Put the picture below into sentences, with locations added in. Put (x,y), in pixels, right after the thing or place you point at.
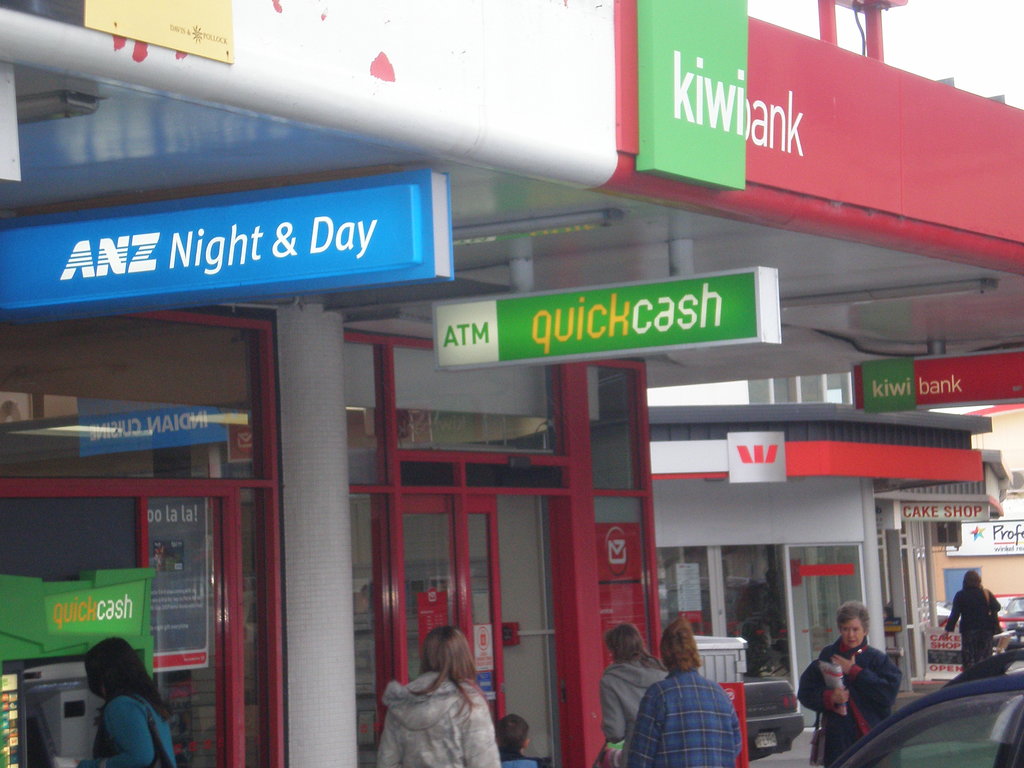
In this image there is a building (1011,253) with name kiwibank, also we can see there are people (713,767) walking in front of that.
